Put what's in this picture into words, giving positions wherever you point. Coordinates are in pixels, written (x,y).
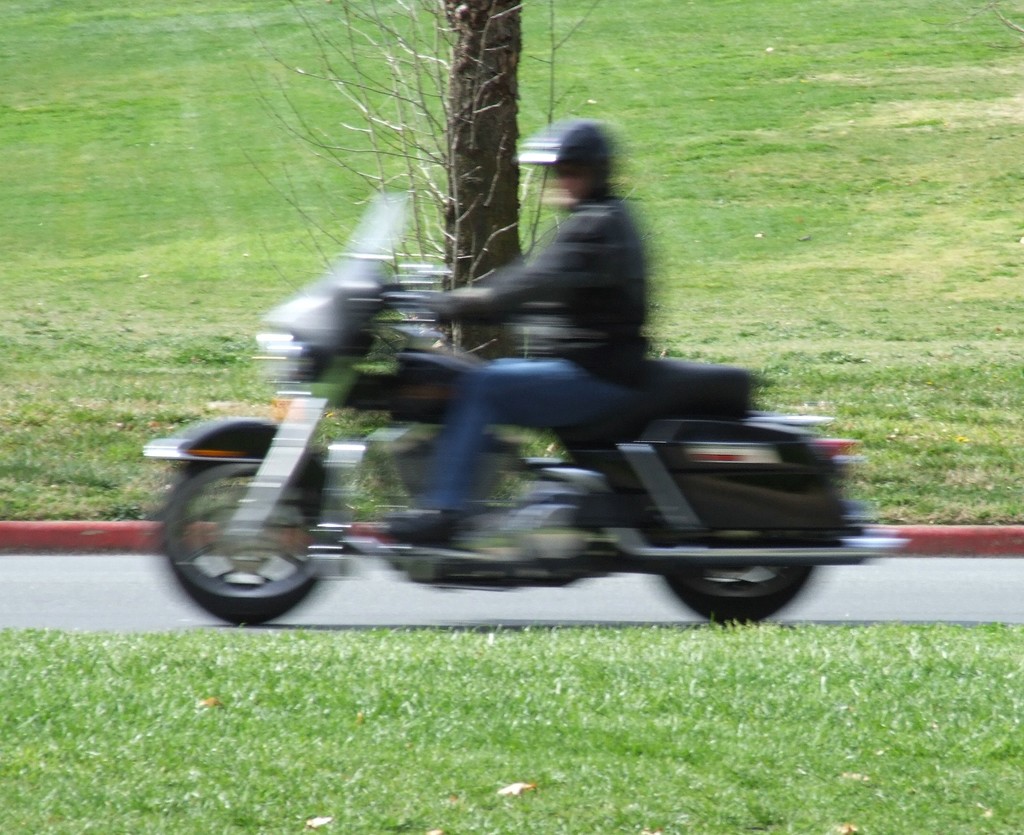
In this image we can see a man (593,357) riding on the motorbike (658,479) which is slightly blurred in the image. In the background (494,74) we can see a tree (462,77).
